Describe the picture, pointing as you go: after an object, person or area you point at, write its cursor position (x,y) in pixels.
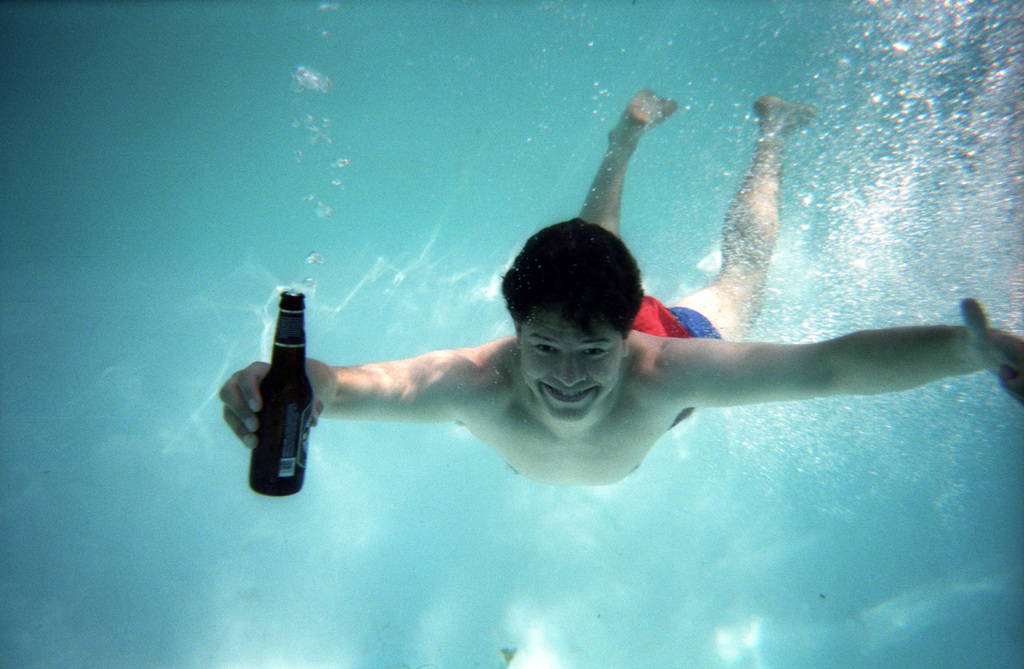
In this picture we can see man (640,386) smiling and holding bottle (298,303) in one hand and he is under water (310,195).
